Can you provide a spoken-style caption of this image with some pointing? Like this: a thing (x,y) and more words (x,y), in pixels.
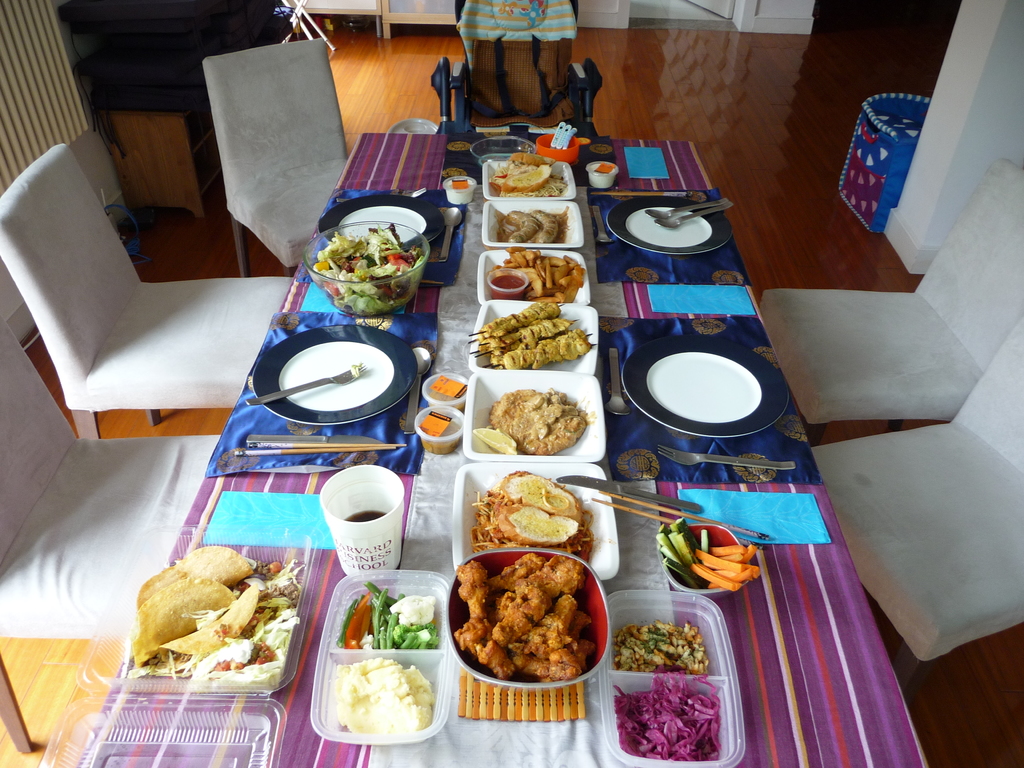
In this image we can see a dining table (526,474) with chairs (38,520). On the right side (913,141) there is a bin (890,132) near to the wall (968,102). On the table (380,553) there are forks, knives (591,482), chopsticks (620,191), plates (365,379), bowls (489,223), spoons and a tumbler (382,521). And there are food items (501,336) in the bowls (591,354). Also there are napkins (284,514).
